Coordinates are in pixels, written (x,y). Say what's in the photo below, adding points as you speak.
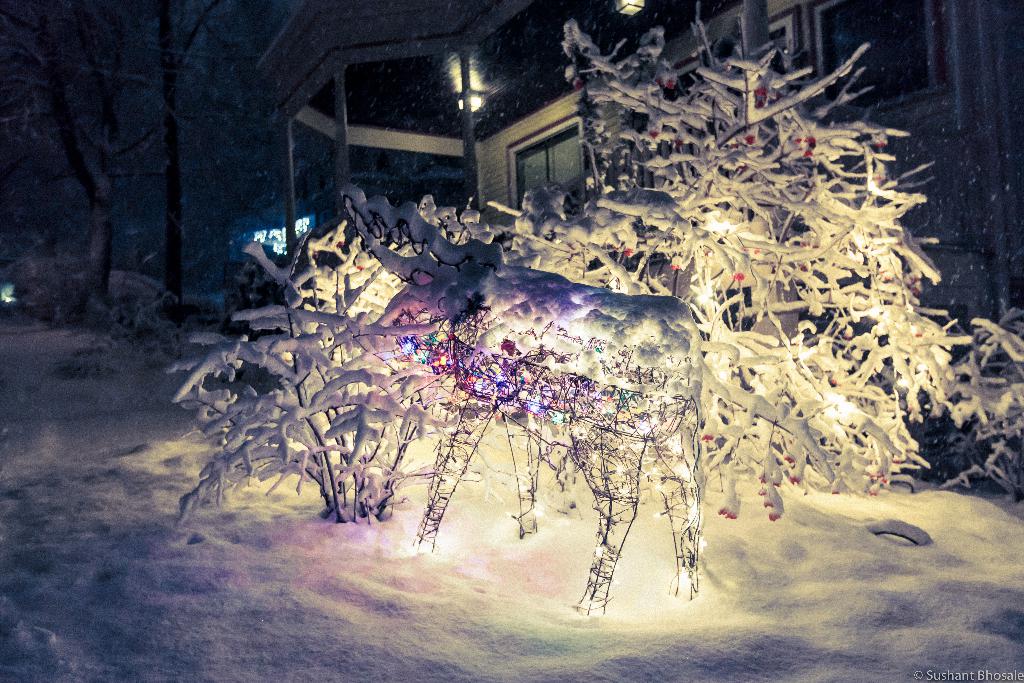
In this image I can see ground (74,500) full of snow (532,561) and decoration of lights (710,302). In the background (62,239) I can see trees (104,79) and one house (489,93) over here.
